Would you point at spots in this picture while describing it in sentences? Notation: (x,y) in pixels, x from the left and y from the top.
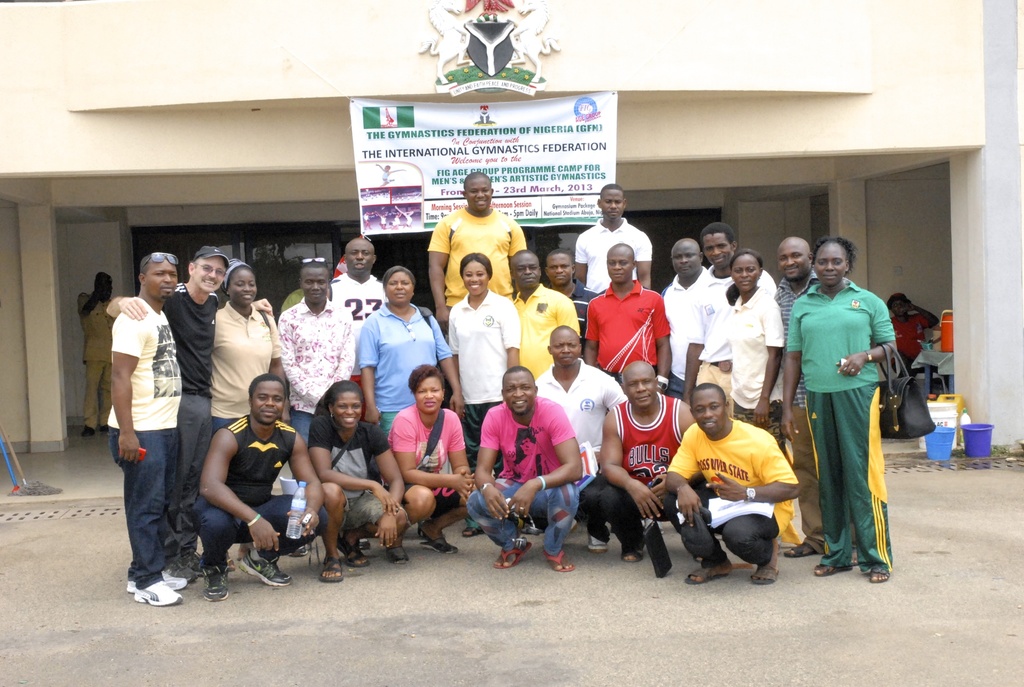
In this picture we can see a group of people (264,312) where some are standing and some are in squat position on the ground (803,608) and in the background (416,191) we can see a banner (433,205), buckets (964,433).
